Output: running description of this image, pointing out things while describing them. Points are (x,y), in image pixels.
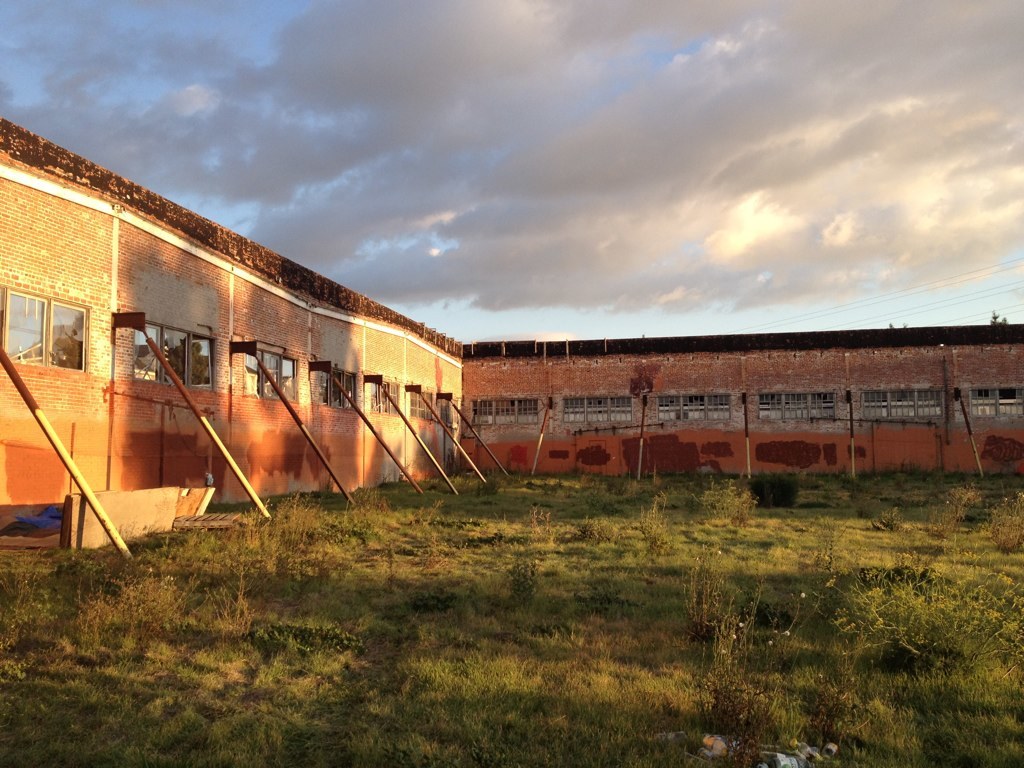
In this image I can see a building (448,457) with windows (678,403) in the center of the image (517,411). I can see some poles (31,394) coming out of the brick wall (846,417) of the building (102,311). I can see some green garden (596,555) at the bottom of the image (711,577) with grass (853,549). At the top of the image (467,126) I can see the sky (789,155).
